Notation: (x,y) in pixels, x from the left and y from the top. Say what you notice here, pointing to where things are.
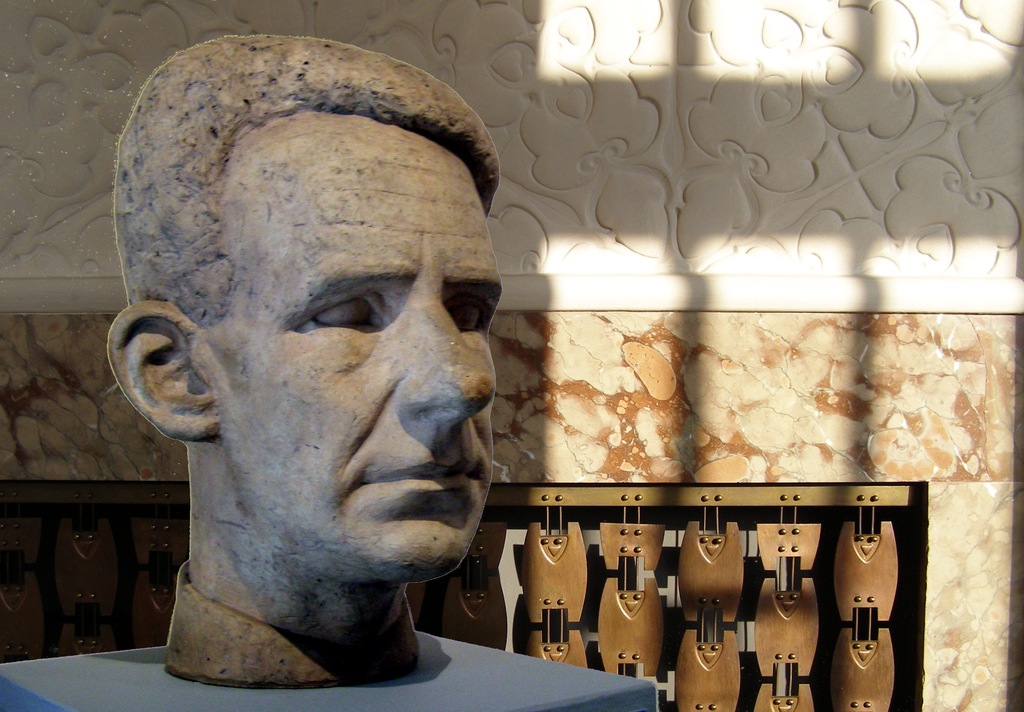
In this image I can see the statue (266,348) of the person (231,484) on the blue color surface (580,696). The wall (796,313) is in white and cream color and I can see the brown color object (761,603) to the wall (528,142).
